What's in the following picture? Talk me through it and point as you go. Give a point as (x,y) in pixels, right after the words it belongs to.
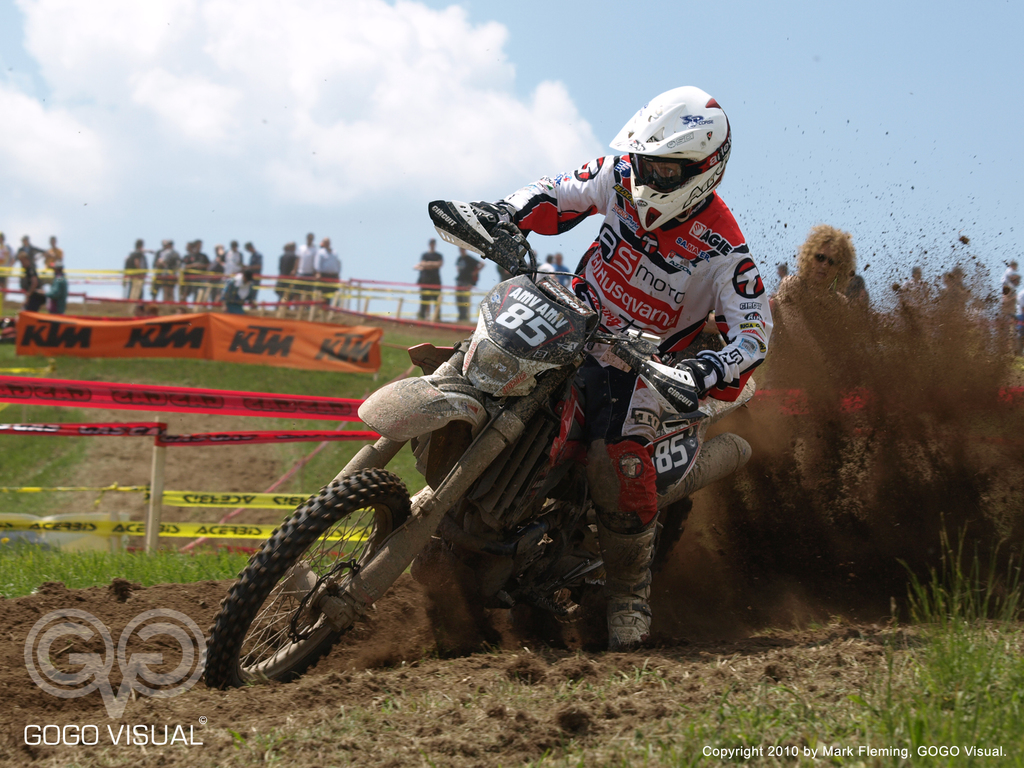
This picture shows a human (649,234) riding a motorcycle (441,454). We see helmet (714,119) on the head (700,110) and we see mud (790,469) and grass (596,740) on the ground (139,382) and few people (56,291) standing and a blue cloudy sky (787,52) and a watermark (127,686) at the bottom left of the picture (78,686).
